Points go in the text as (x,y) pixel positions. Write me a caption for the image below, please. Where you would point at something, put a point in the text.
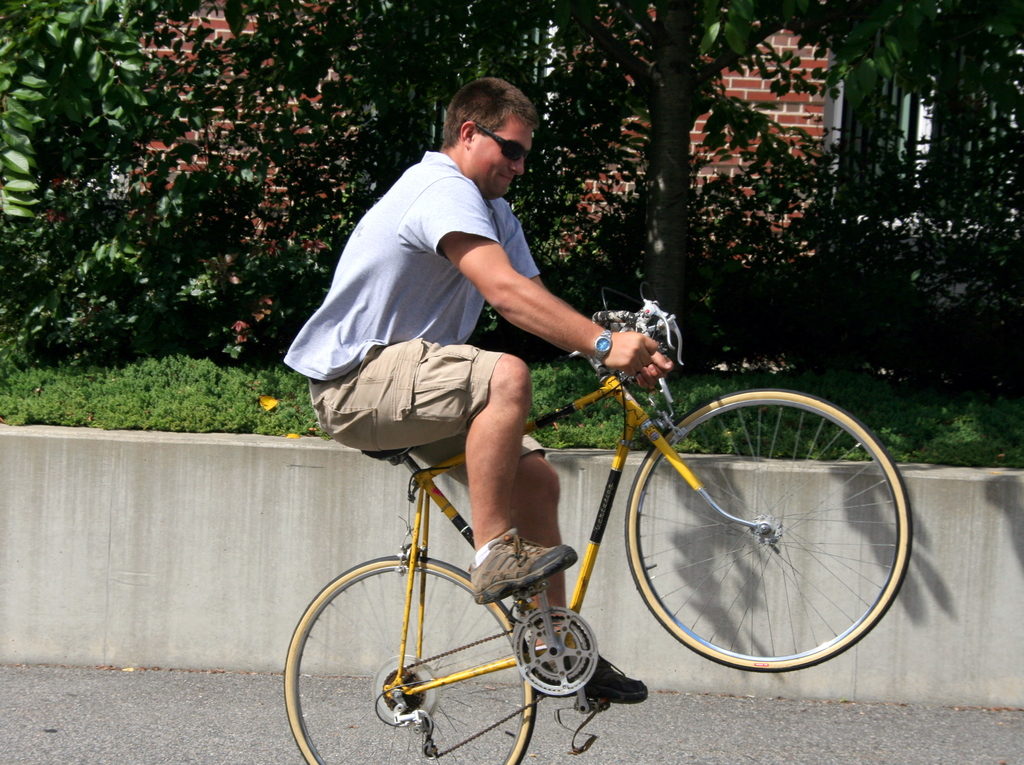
In this image I can see a person (505,188) wearing goggles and he is riding the bicycle (588,563) on the road (800,726). To the left of him there are some trees (568,81) and I can see the brick wall (787,100).
